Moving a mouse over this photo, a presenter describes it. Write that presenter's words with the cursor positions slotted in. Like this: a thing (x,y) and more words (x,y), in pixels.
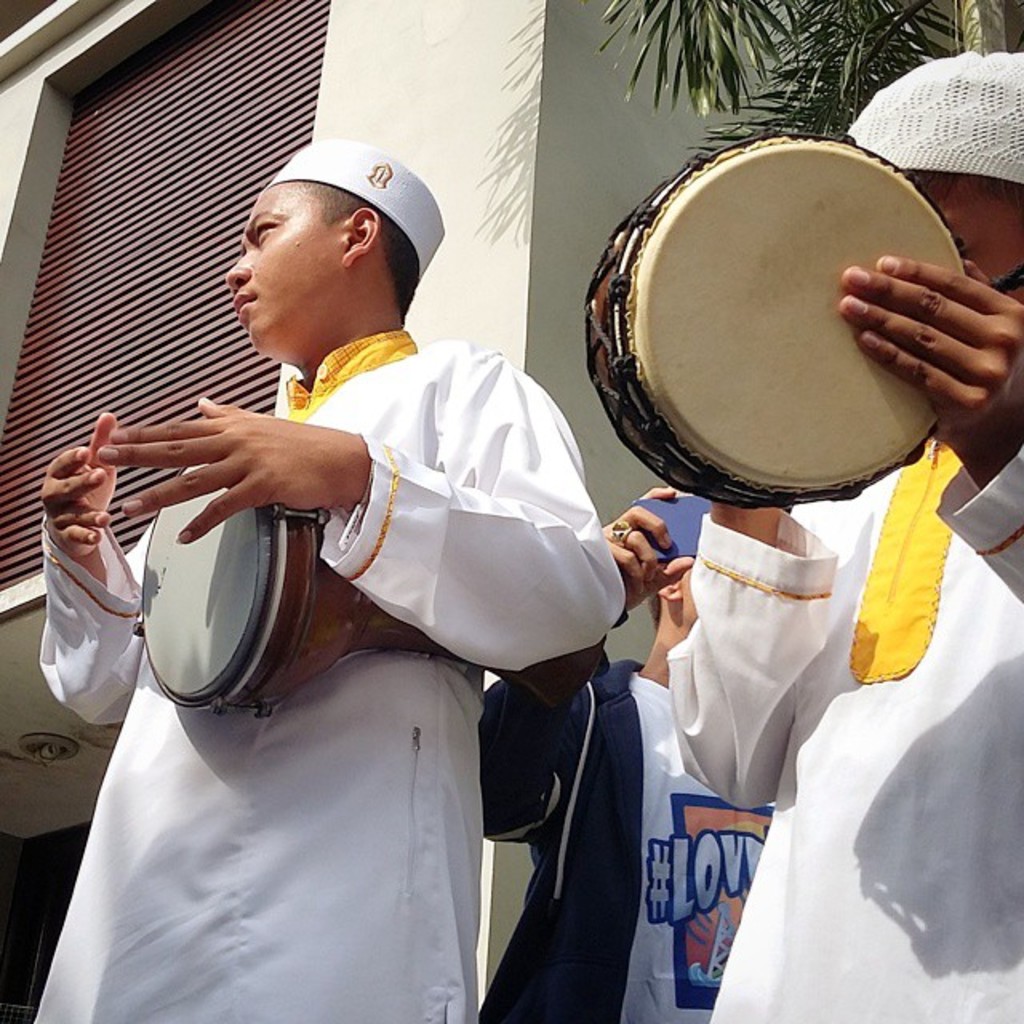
In this picture there is a man (124,989) who is playing the drums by holding in his hand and wearing a white color kurti (332,353) and a white color hat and at the right side of him there is another person (910,124) playing the drum (700,479) by holding in his hand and at back ground (509,63) there is a building (430,281), tree (738,1), and a person (640,530) holding a mobile phone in his hand (648,499).
